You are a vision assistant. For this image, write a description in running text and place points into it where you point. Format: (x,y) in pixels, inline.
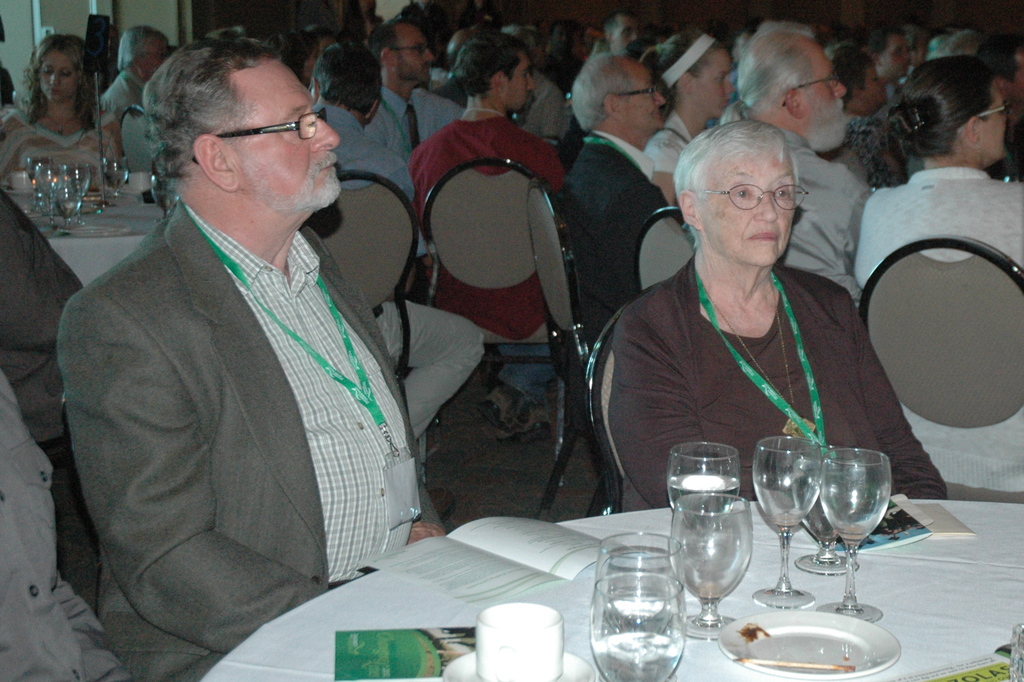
This looks like a meeting room (193,452). There are many people (194,381) sitting on chairs (601,401). There are tables (413,576) on the room (458,489). The table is surrounded by chairs (611,483). In the left (174,385) a person (217,419) is wearing brown suit (237,442). On the table (474,552) there are paper (489,566), glasses (658,615), cup (546,636), plates (734,636). Beside him one lady (665,351) is sitting wearing brown t-shirt (741,381). They both are wearing glasses (305,123).
